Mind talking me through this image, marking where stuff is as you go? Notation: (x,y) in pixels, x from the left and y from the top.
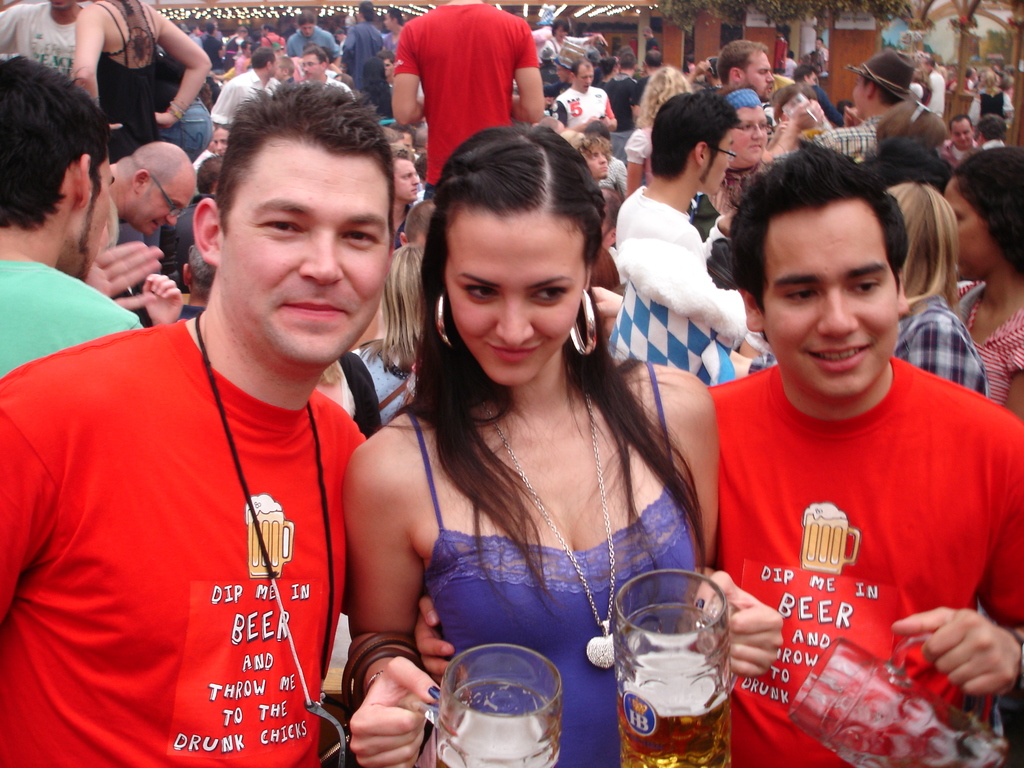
In this image, there are three persons (896,468) standing, In the middle (463,494) there is a woman (546,543) standing and she is holding a glass (629,679), In the background (732,286) there are some people (535,82) standing and talking with each other.
